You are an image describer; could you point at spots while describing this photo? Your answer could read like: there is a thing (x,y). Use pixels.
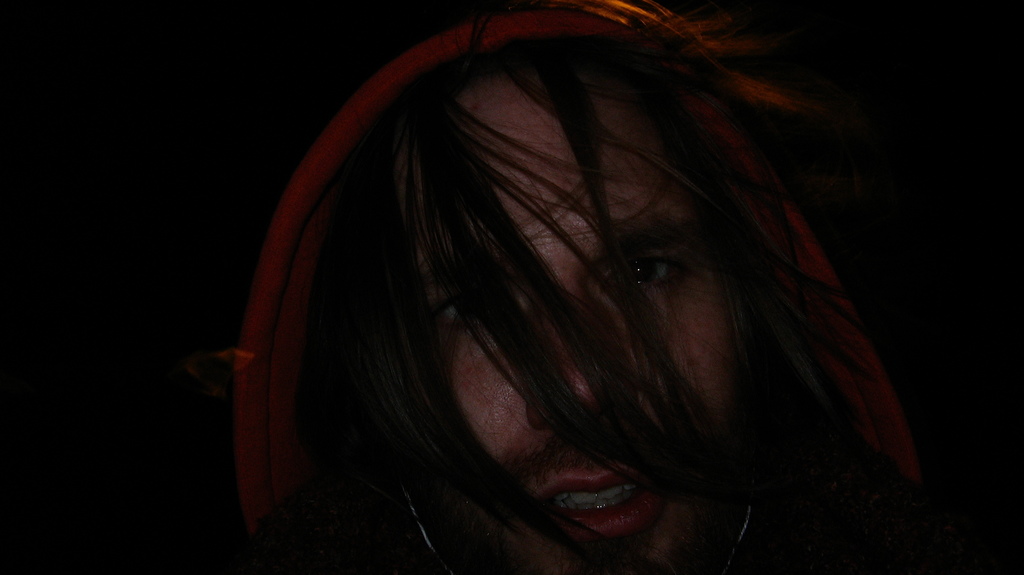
In the center of the image (345,316) we can see a person's head (576,257). In the background (164,191), the image is dark.
